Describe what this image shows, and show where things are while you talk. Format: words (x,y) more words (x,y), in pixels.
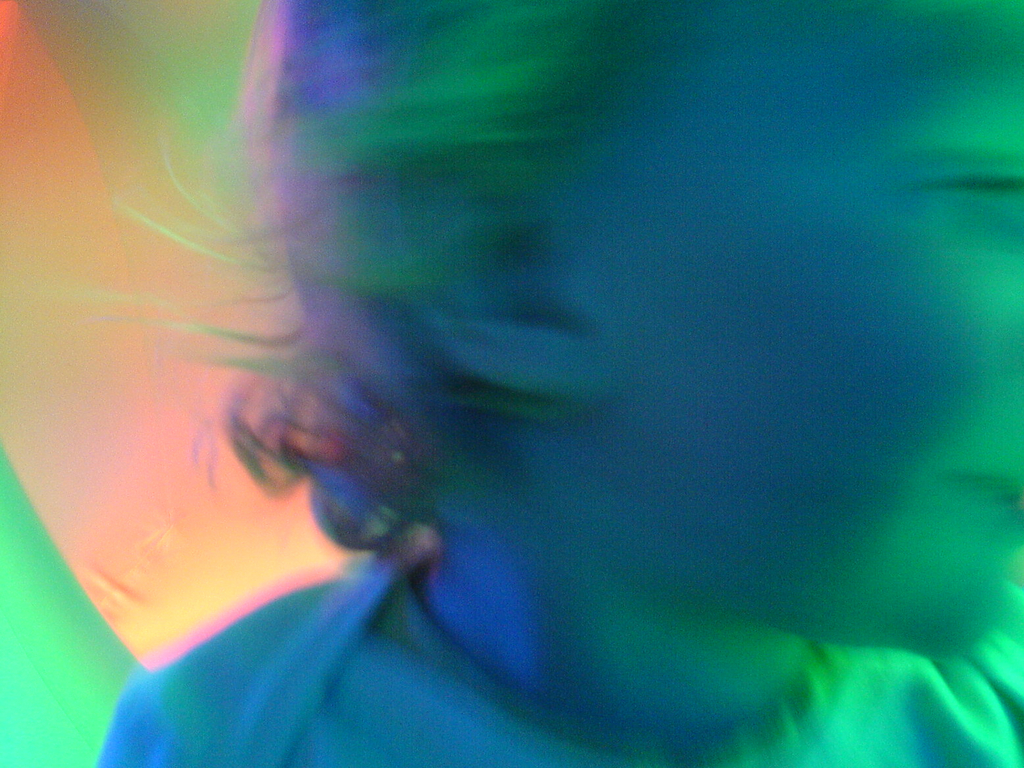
In this image we can see a kid (511,568). On the left (152,565) there are green and orange lights (97,503).
